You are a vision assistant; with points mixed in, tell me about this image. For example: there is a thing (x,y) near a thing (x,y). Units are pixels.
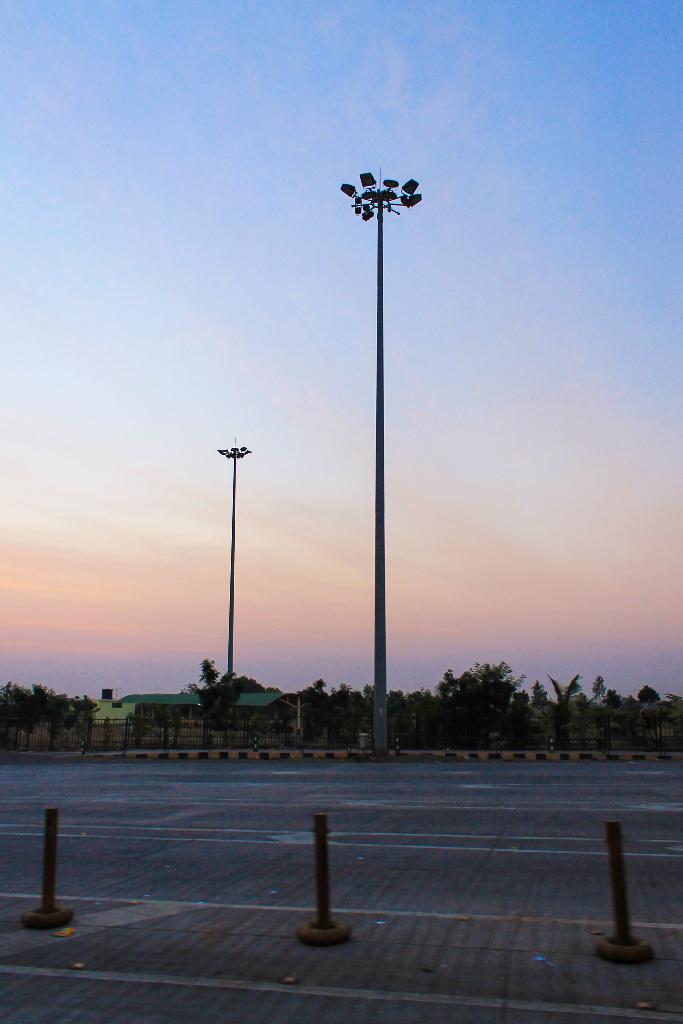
In this image I can see poles (619,867), fence (323,740), street lights (379,655), trees (469,719), houses (189,697) and the sky (421,636). This image is taken may be on the road (258,857).
